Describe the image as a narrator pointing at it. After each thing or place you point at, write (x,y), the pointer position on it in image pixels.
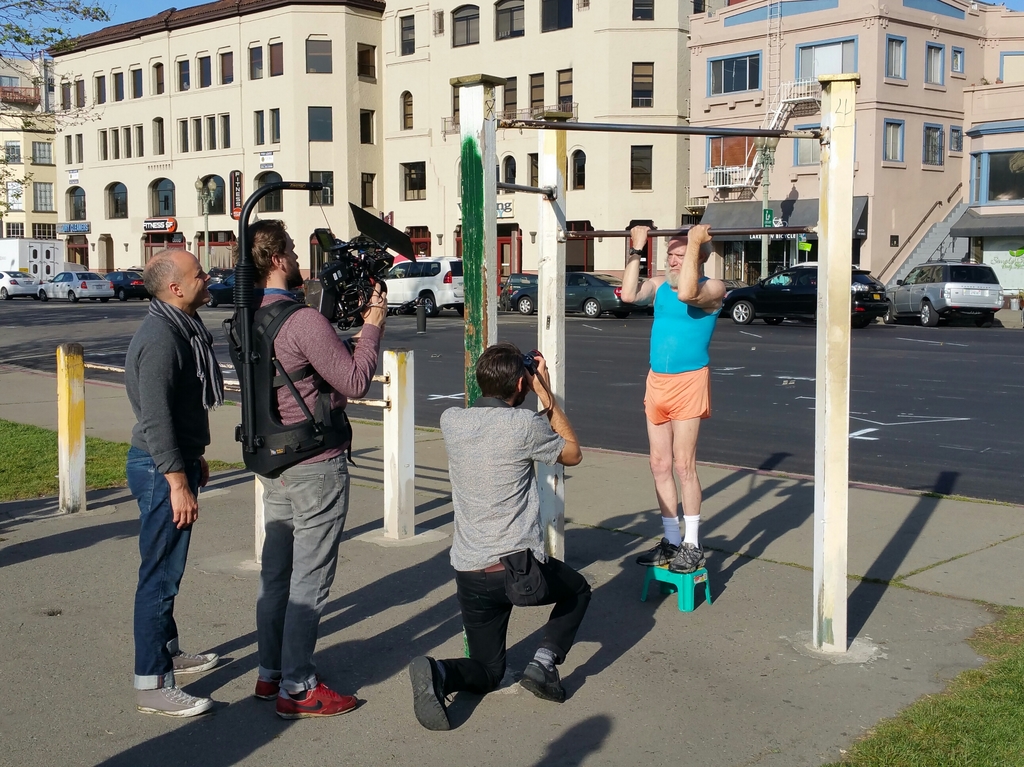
This is an outside view. Here I can see a man (672,392) is holding a rod (591,235) in the hands (708,235) and standing. In front of this man (680,372) I can see three people (313,466), two of them capturing the pictures of this man (678,340). In the background (83,284), I can see few cars (121,289) on the road (782,364) and also I can see the buildings (304,91).
